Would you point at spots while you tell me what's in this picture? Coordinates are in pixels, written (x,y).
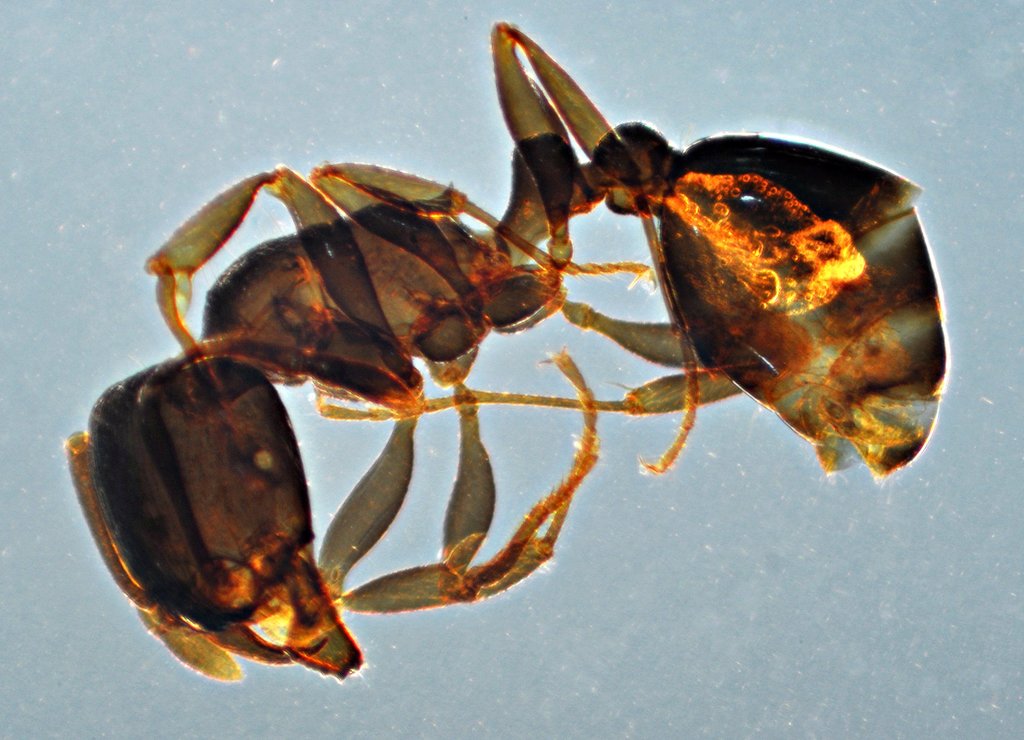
In this image I can see an insect (818,268). The background (625,658) is blue-gray in color.
